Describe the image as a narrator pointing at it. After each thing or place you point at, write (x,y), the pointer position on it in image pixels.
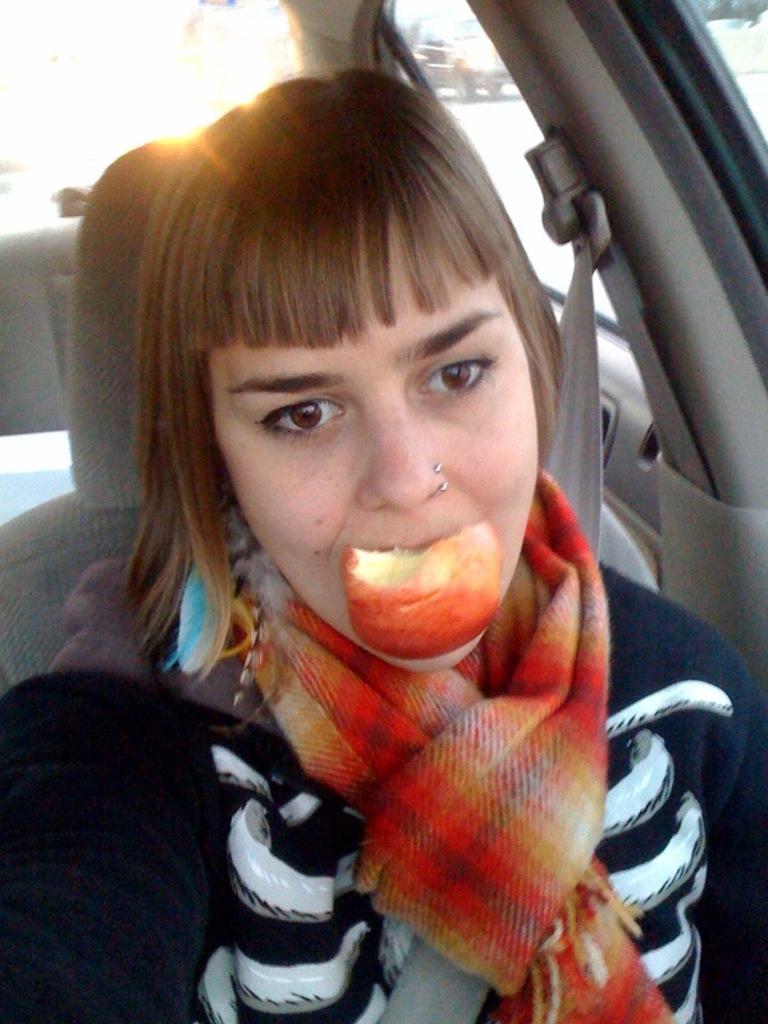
A woman (401,691) is eating apple (422,574), this is car (615,125).
